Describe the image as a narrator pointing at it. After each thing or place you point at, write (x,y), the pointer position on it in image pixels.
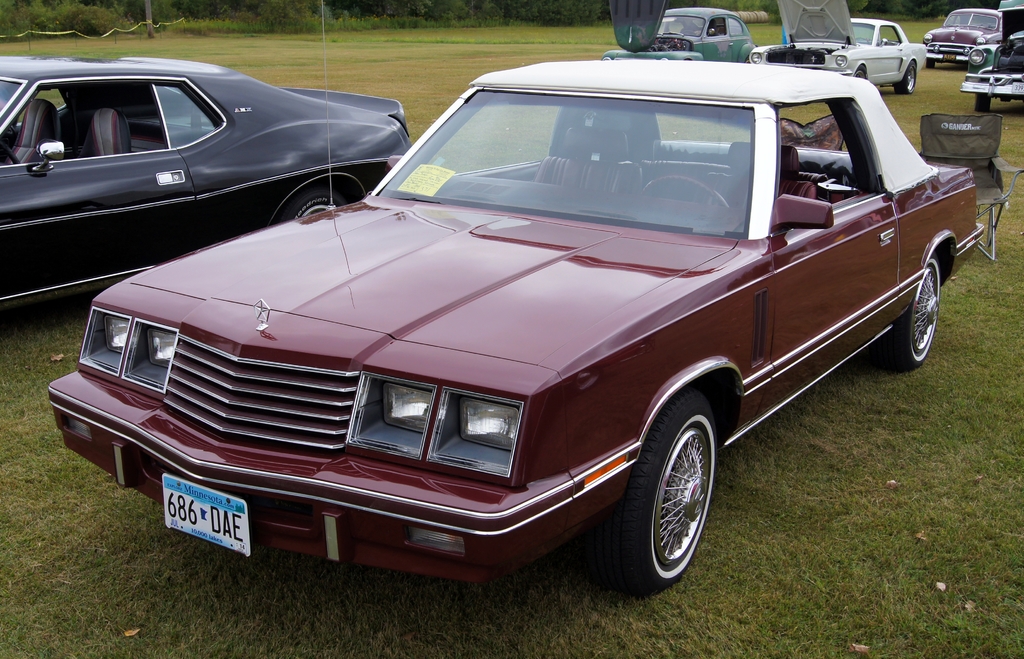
In the image I can see cars (462,264) on the ground (401,78) among them the car (643,319) in the front (643,368) is brown in color. In the background (432,110) I can see the grass (415,83), plants (195,25), trees (516,17) and some other objects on the ground (78,658).
